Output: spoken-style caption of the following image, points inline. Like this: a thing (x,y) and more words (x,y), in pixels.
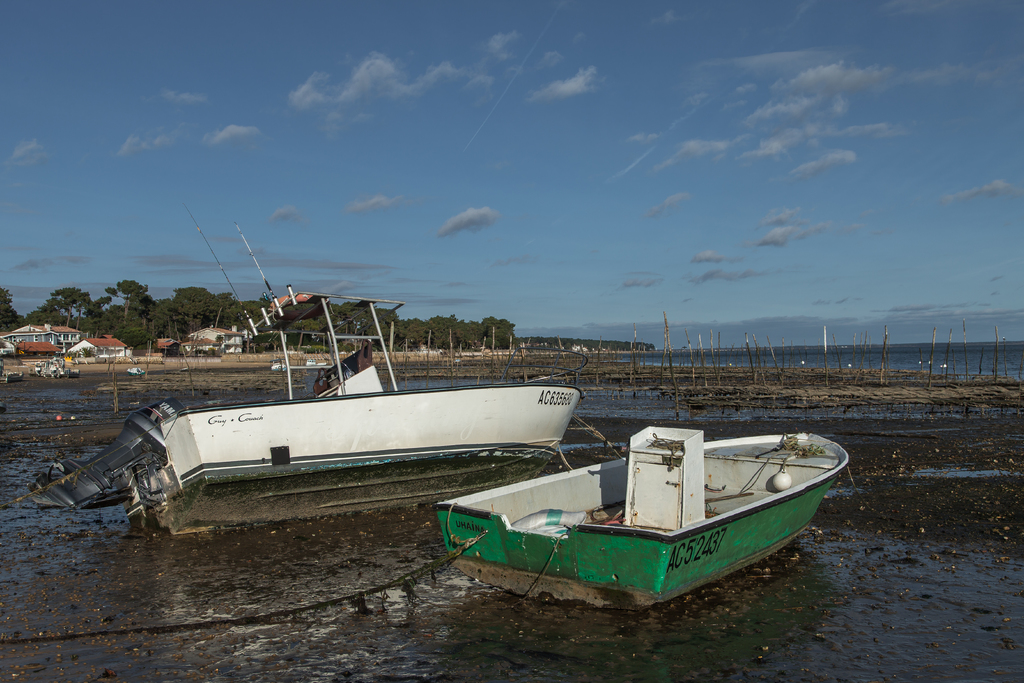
In this image there are boats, and at the background (229,337) there are buildings (216,333), trees (503,343), sky (426,306).
